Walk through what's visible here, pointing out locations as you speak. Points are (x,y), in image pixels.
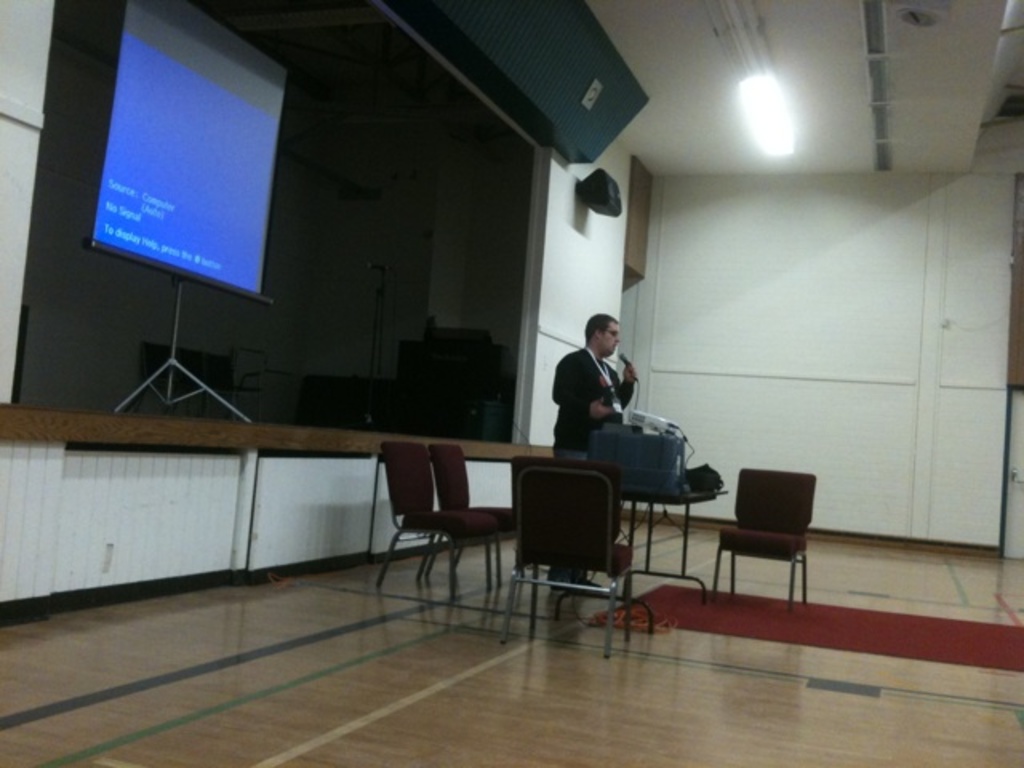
Here we can see a man (588,330) standing with a microphone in his hand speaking something and in front of him we can see a table (698,502) and chairs (528,471) present and there is a projector (660,431) on the table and at the left side (261,273) we can see projector screen (218,228) and at the right side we can see speaker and light (764,78) present.
